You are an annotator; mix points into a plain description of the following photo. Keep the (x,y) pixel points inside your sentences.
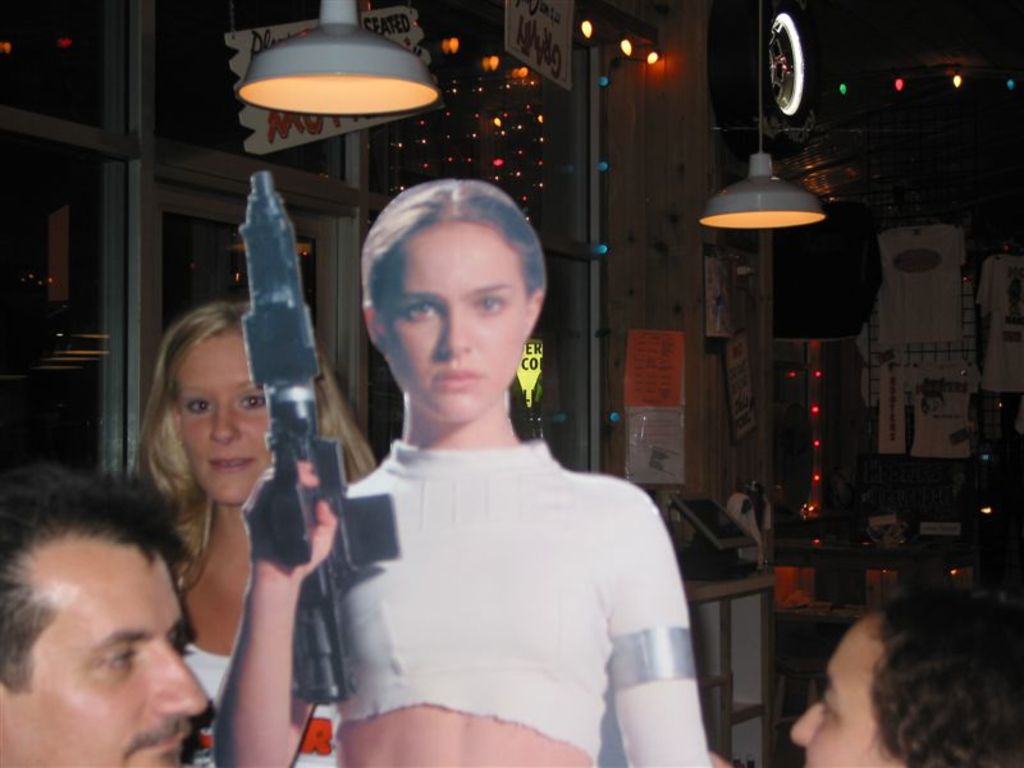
On the left side (88,594), there is a person (79,671). Beside him, there is a cutout (656,584) of a woman (441,660) who is in a white color T-shirt (556,523) and holding a gun (299,392). On the right side (897,705), there is another person (904,712). In the background (217,558), there are lights (584,34) arranged, there is a woman (243,410) smiling, there are windows (544,175) and other objects (929,273).
